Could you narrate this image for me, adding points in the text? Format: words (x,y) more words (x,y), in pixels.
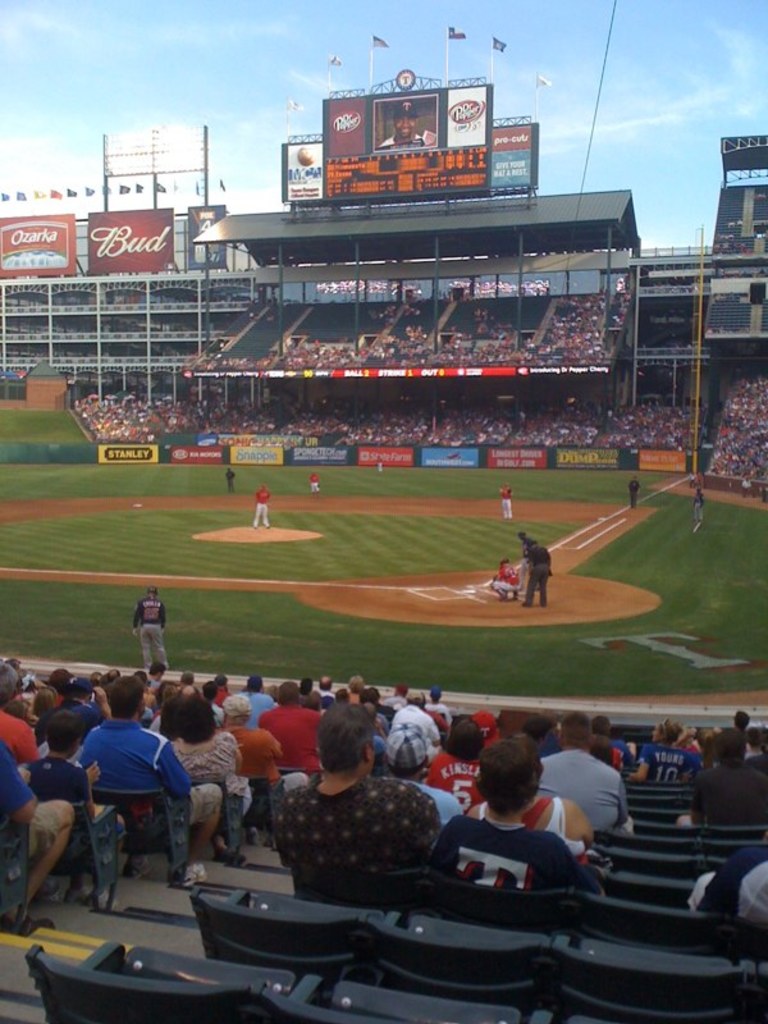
The image is taken in the stadium (453,626). In the center of the image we can see people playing a game. At the bottom (425,890) there are seats (362,955) and we can see crowd (244,729). In the background (33,230) there is a board (63,241) and screen (384,182). At the top (402,39) there is sky (369,55).
